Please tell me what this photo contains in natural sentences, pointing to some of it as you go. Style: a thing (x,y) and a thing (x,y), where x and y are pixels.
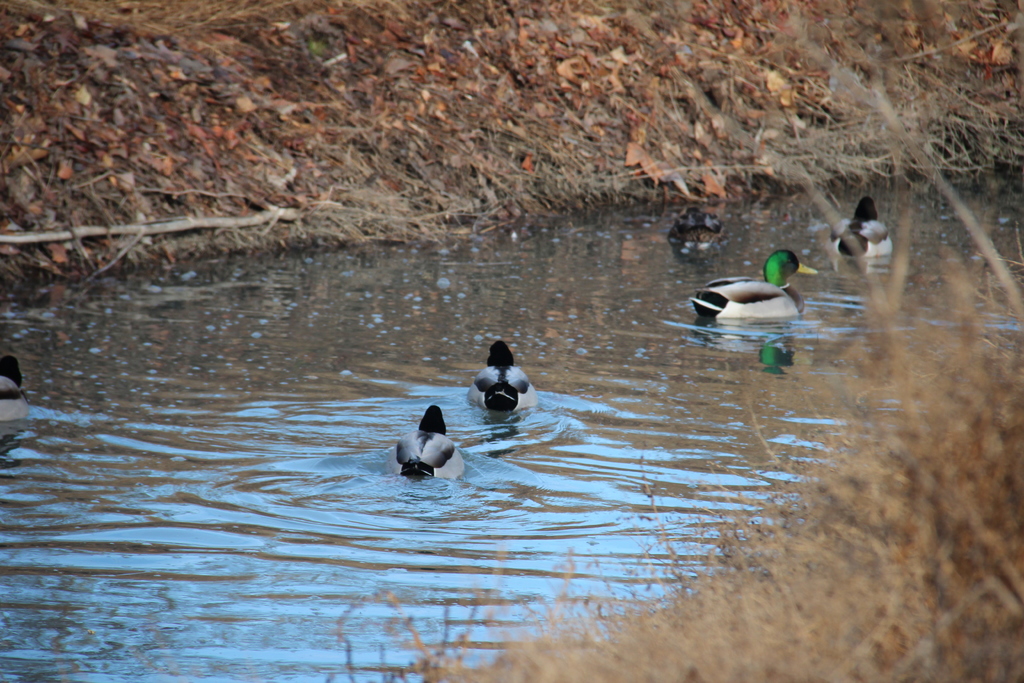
In this picture we can see ducks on water (464,538), here we can see plants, grass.
